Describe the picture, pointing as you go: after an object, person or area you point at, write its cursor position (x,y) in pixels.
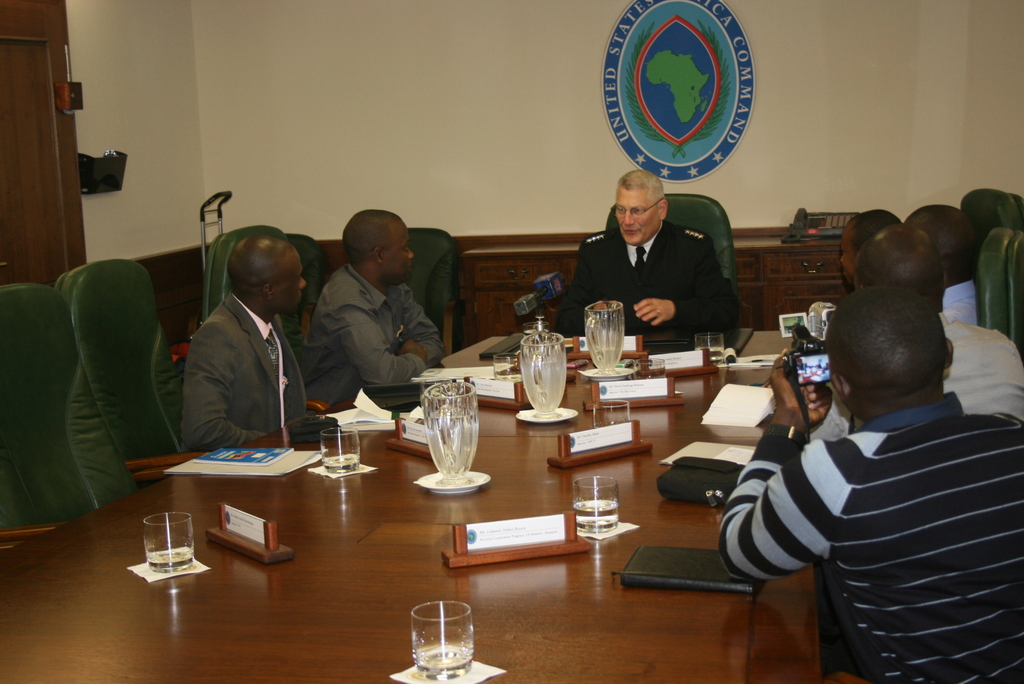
There are few people (360,254) sitting on the chair (309,276) at the table (659,440) and listening to the middle person (639,241) talking. On the table (376,514) there are glasses (440,663), mugs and books (744,403).
